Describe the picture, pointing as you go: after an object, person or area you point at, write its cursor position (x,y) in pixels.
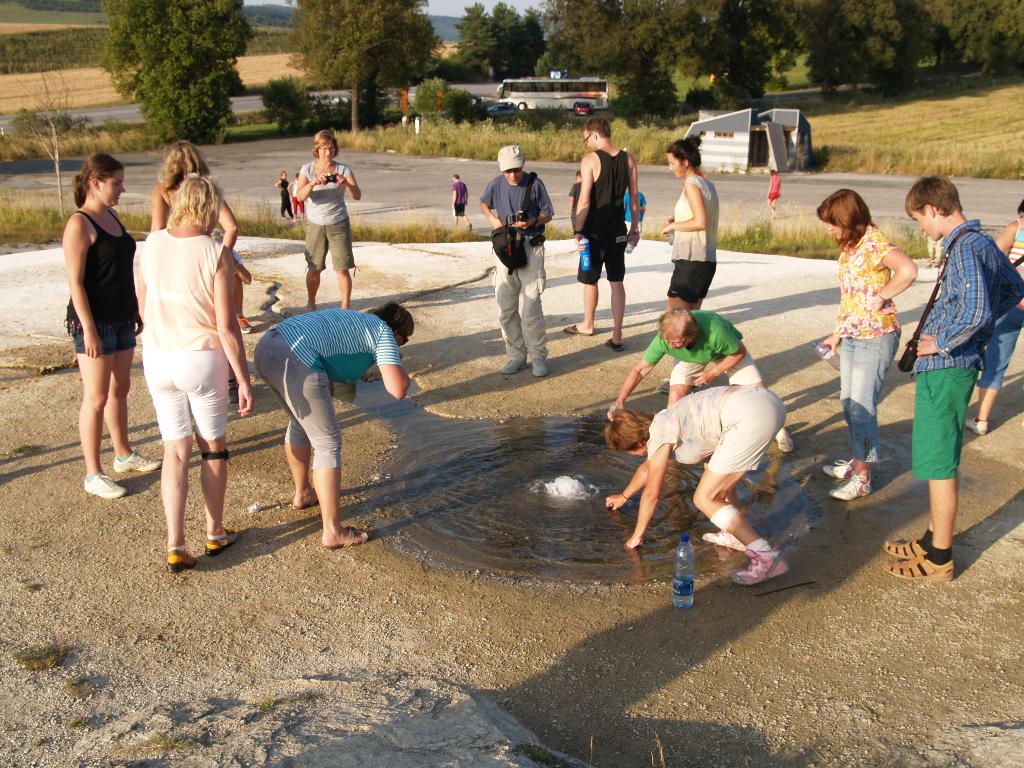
In the image there are few people (946,263) standing and holding bottles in their hands (250,407). In between them on the ground (446,401) there is water (594,481). There is a person (332,188) holding a camera (334,175) in the hand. Behind them there are few people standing on the road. Behind the road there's grass (981,116) on the ground (572,158). And also there is a bus (593,85). In the background (469,97) there are trees (219,89).
